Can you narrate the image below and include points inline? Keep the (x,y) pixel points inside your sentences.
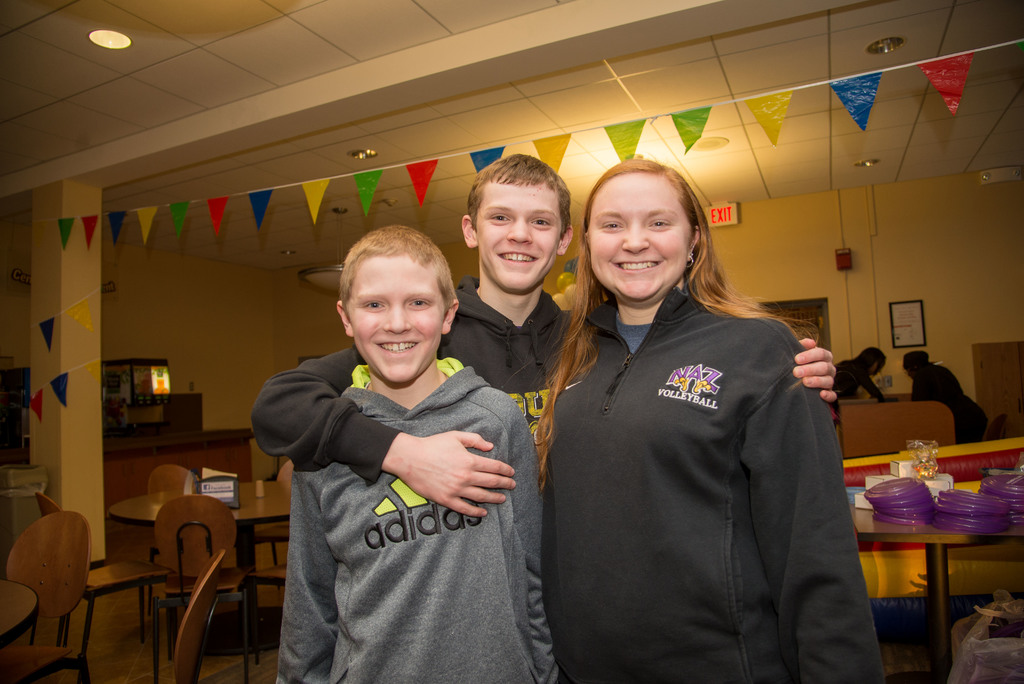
In this Picture we can see inside view of the restaurant (10,552) in which a woman (660,387) wearing black jacket (665,433) standing and smiling giving the pose to camera. Beside a boy (499,259) is smiling and looking into the camera. Beside him another boy (440,385) wearing grey hoodie (403,607) on which Adidas is written is smiling. Behind we can see the some table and chairs (160,520) and on the yellow wall (856,274) one photo frame (901,310) and exit caution board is hanging and on the ceiling (745,181) we can see the some spot lights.
